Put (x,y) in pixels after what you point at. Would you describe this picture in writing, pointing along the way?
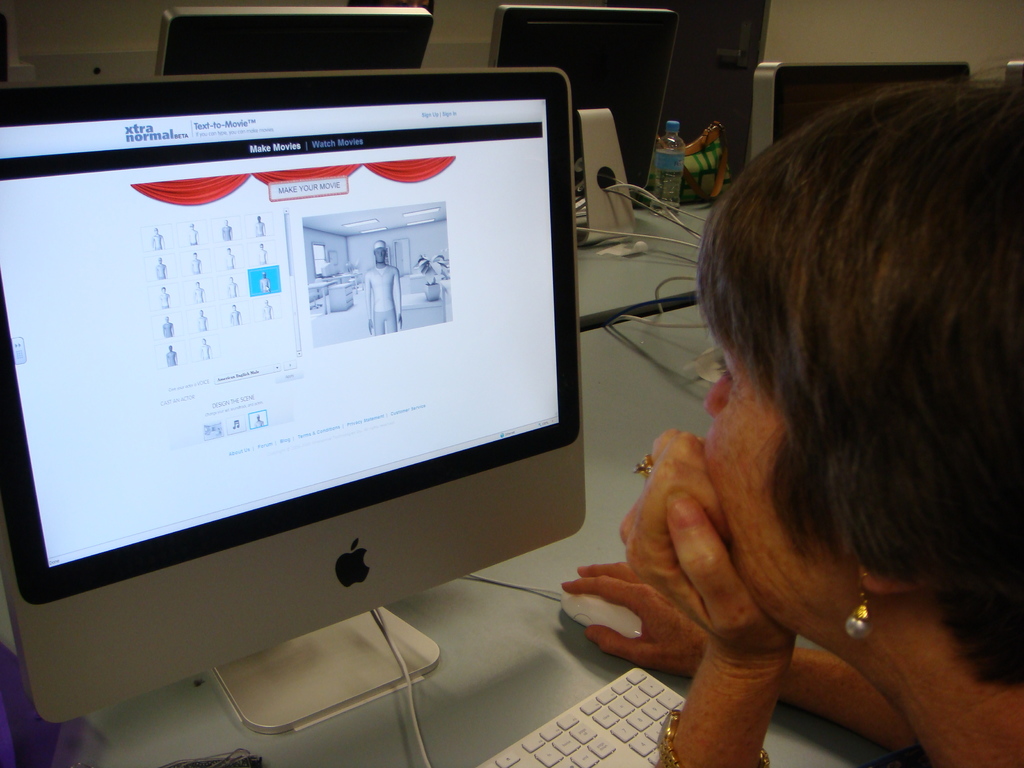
In this image there are tables (619,378). There are computers (404,222), bottles (667,178) and cable wires (636,316) on the table (615,425). To the right (876,490) there is a face (768,530) of a person (821,493). The person (743,636) is holding the mouse (613,625). To the left (206,554) there is a monitor (321,366). There are pictures (256,262) and text (259,149) displayed on the monitor (262,419).
